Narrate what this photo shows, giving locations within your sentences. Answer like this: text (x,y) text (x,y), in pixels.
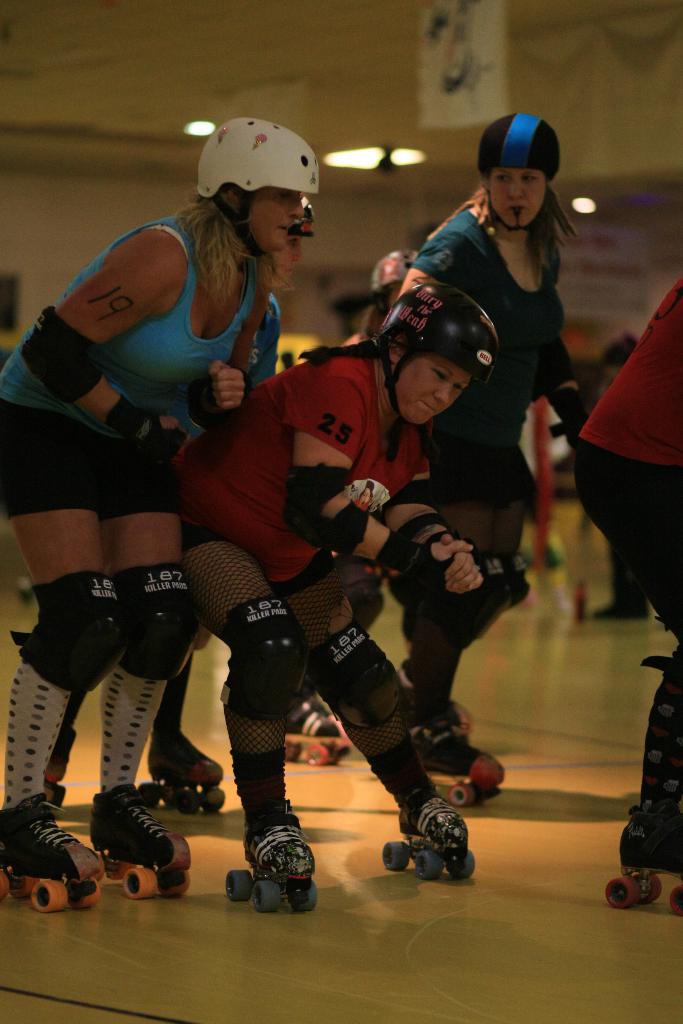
In this picture we can see few people (391,326) standing on roller skates (48,816). We can see some lights (590,209) and a board (497,44) is visible in the background (485,41).
